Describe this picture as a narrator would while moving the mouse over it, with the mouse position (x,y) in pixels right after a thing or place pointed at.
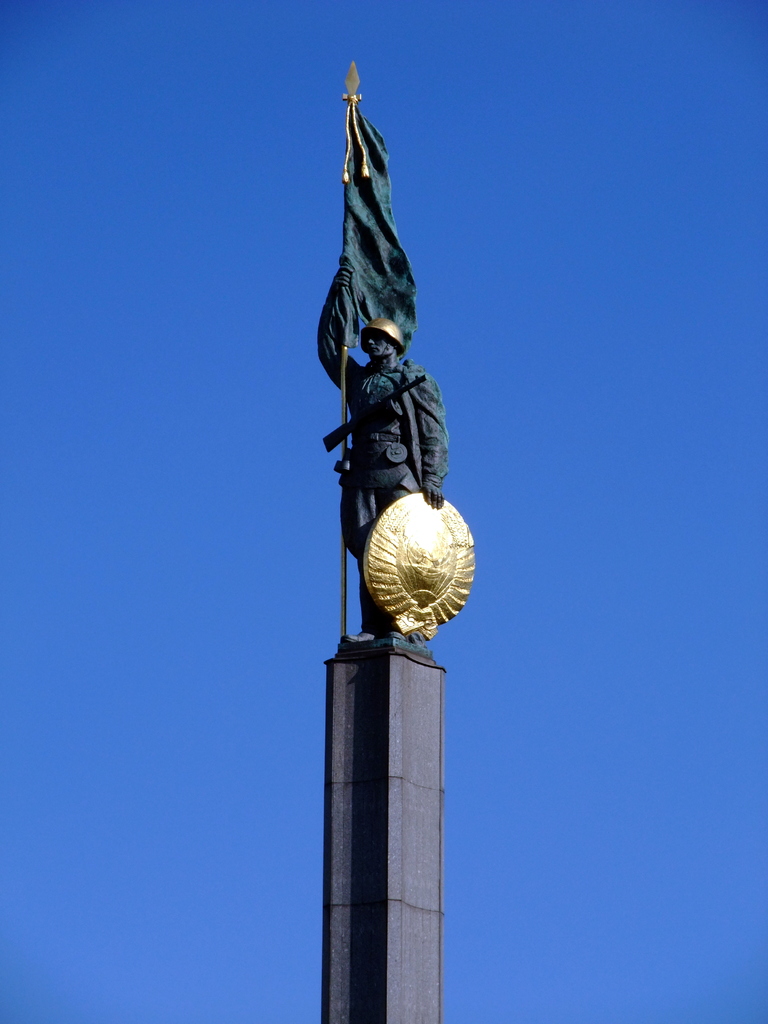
In the image there is a sculpture (392,351) on a tall tower (398,704) and the sculpture (335,288) is holding a flag (370,268).
